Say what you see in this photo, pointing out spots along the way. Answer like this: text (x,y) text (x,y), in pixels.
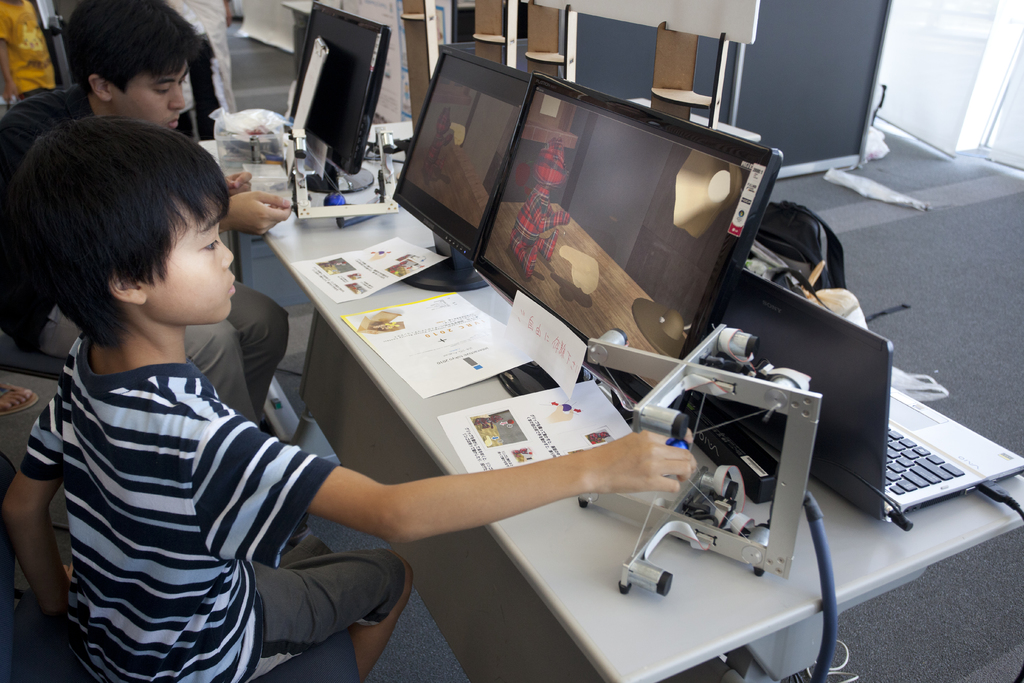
There are two persons (144,463) sitting on the chair (326,632). This is the table (431,409) with three monitors (662,279), one laptop (843,396), papers (516,449), and some objects (662,424) on it. Here I can see a bag (829,262) placed on the floor (890,334). At background (18,31) I can see a boy (39,58) standing.
